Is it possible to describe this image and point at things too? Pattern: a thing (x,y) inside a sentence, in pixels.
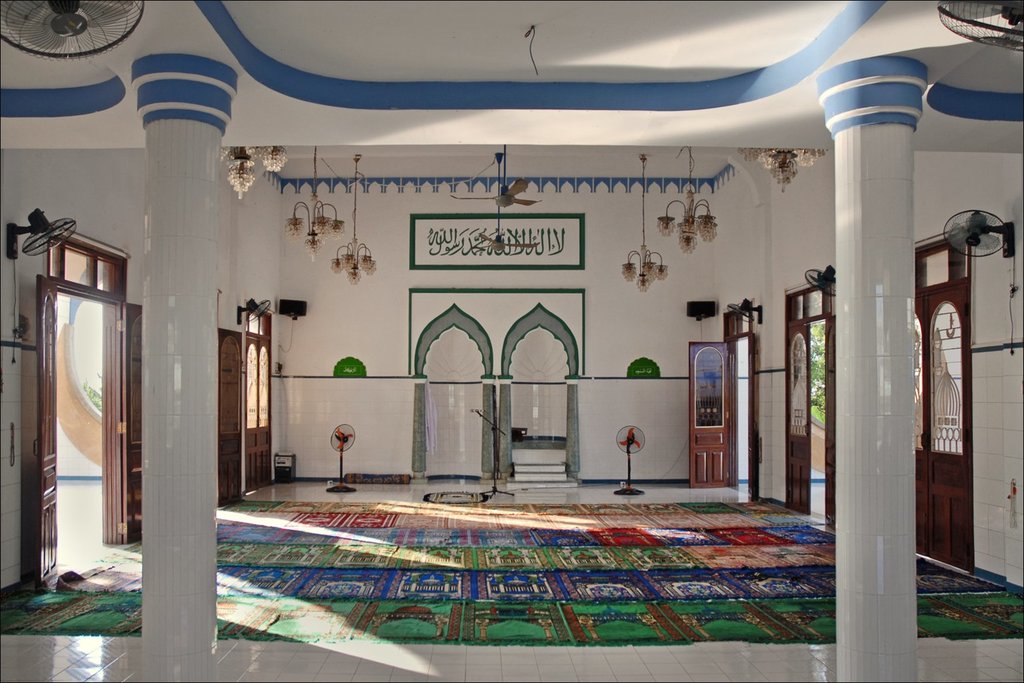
In this image on the left (46,401) and right side (723,471), I can see the doors (134,445) and the fans (48,240). At the top (661,219) I can see the lights (360,257) are hanging.
